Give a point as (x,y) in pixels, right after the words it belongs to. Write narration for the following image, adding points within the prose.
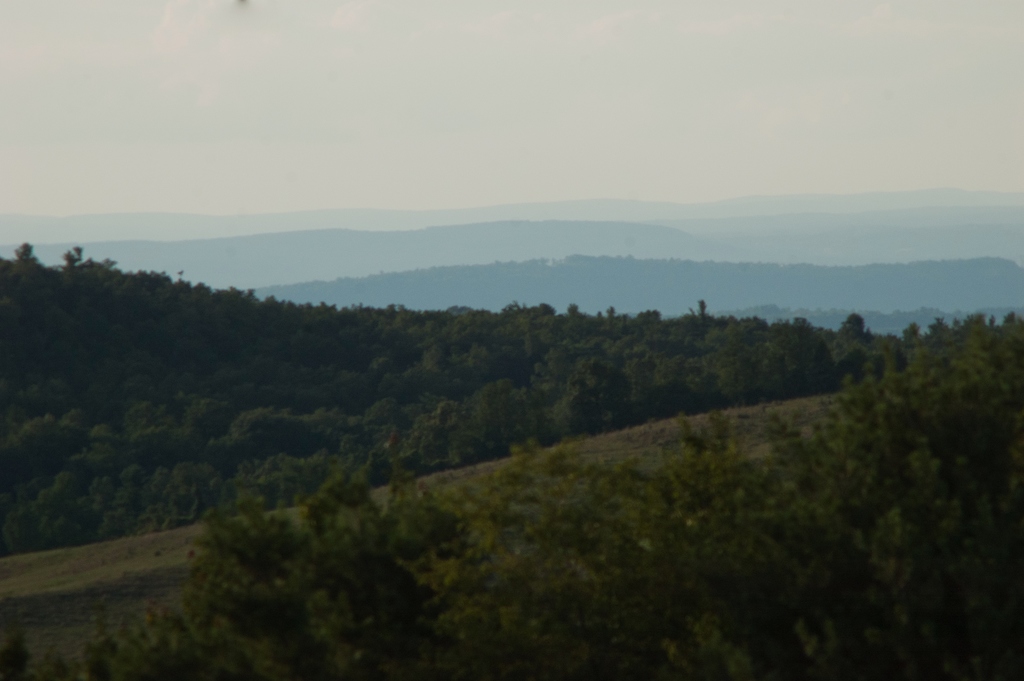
Here we can see many trees (373,364) on the ground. In the background (498,288) there are mountains (489,235) and sky (494,55).
